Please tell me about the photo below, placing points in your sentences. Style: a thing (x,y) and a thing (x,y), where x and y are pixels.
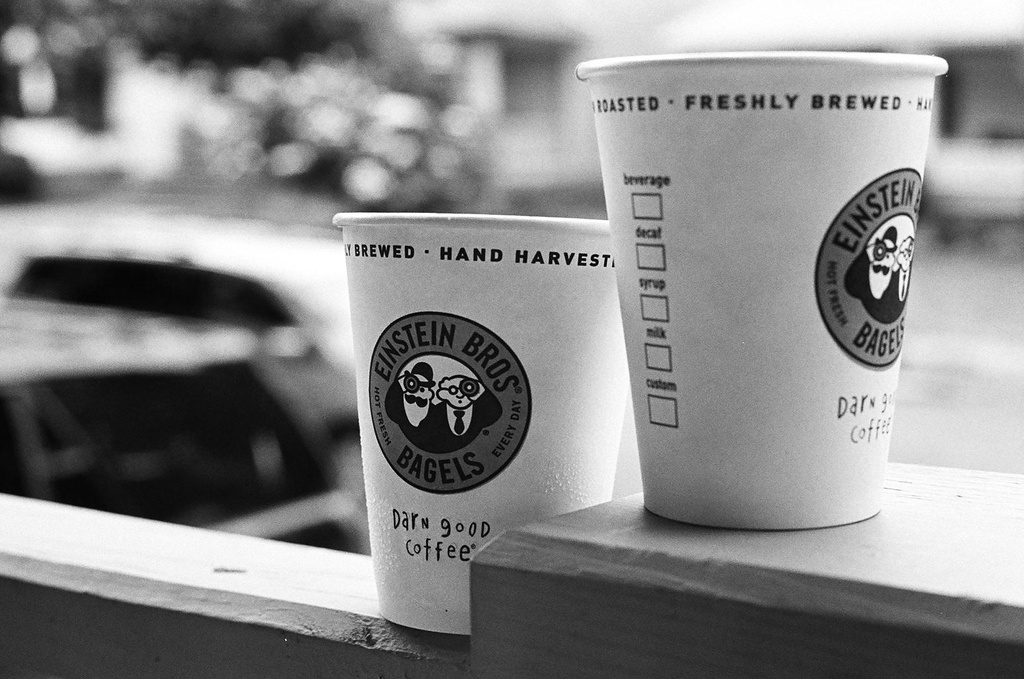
There are two cups (546,288) placed on the wall (348,559). In the background (282,254) there is a car (306,278).
